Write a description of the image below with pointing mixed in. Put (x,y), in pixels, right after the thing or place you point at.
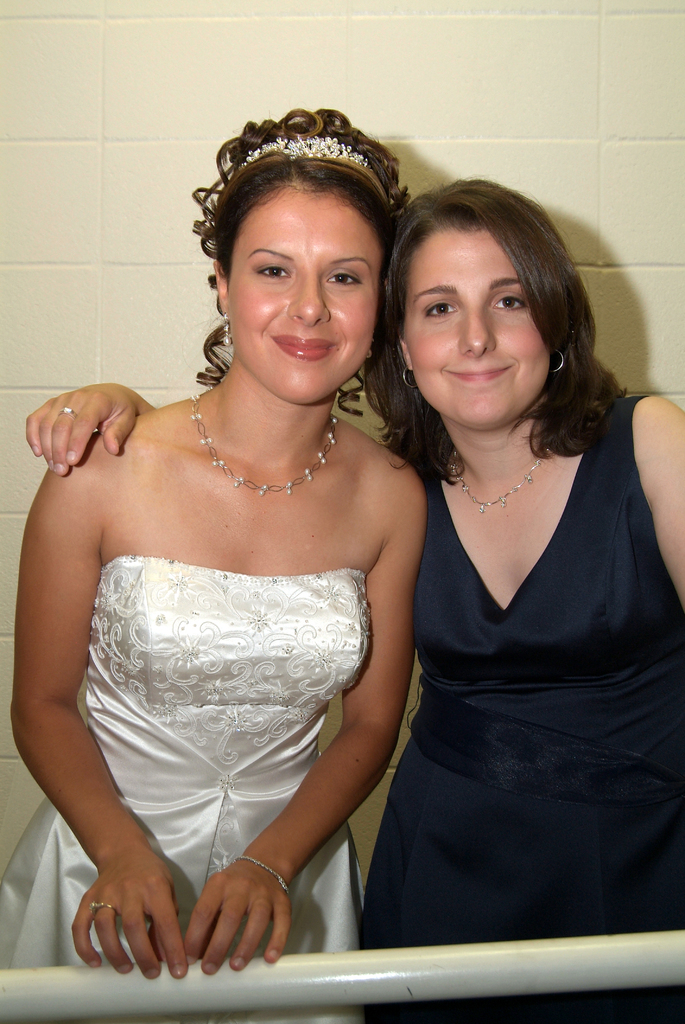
On the right of this picture (550,338) we can see a woman (499,707) wearing black color dress (556,549), smiling and standing. On the left (170,432) we can see another woman (312,363) wearing white color dress (268,685), headband (263,151), smiling and standing and we can see a metal rod (512,981). In the background (417,111) we can see the wall (289,90).
